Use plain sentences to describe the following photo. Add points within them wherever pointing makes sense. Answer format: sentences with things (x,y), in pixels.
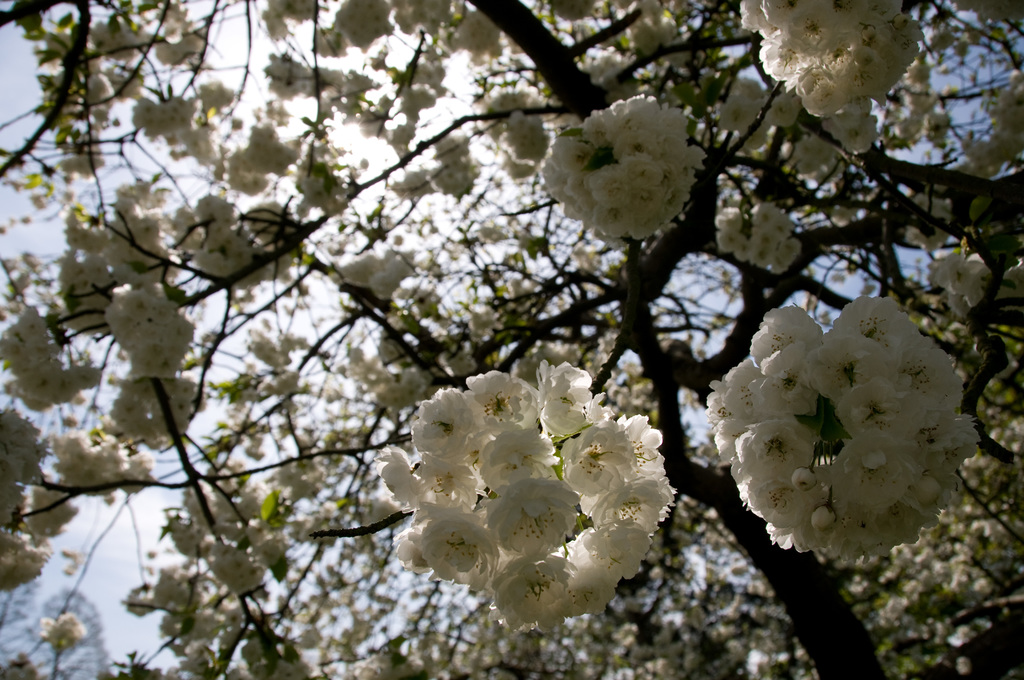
In the center of the image (630,300) there is a tree (205,588) with flowers (833,510).
